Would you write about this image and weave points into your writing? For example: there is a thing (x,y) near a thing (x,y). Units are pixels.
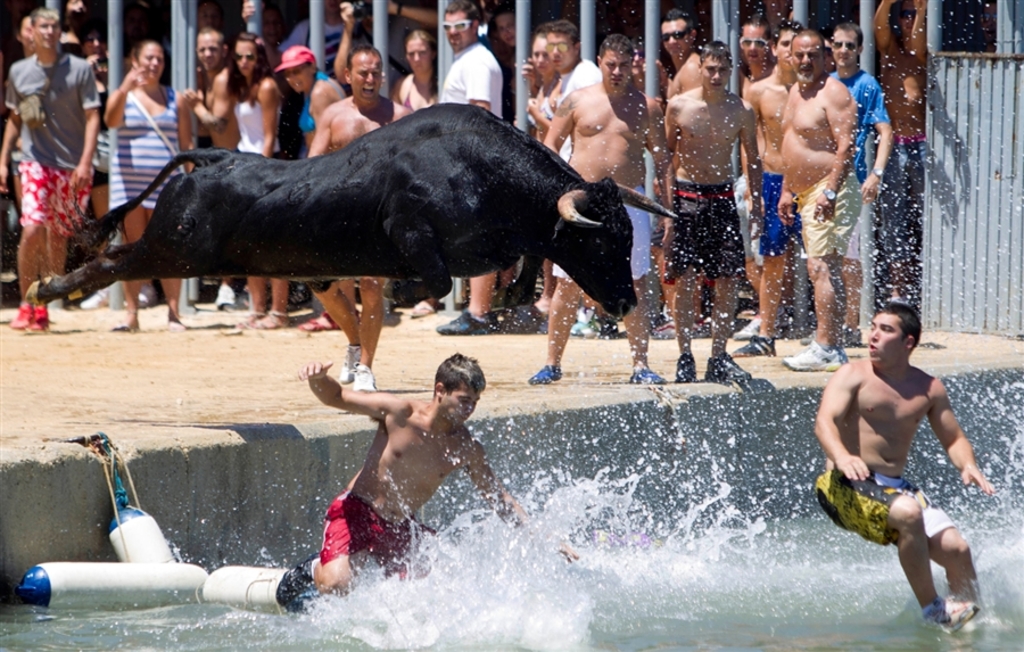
In this picture we can see group of people (313,321) and a bull (254,274), and we can find few people (384,469) in the water (665,545), in the background (121,60) we can see few metal rods (116,40).
